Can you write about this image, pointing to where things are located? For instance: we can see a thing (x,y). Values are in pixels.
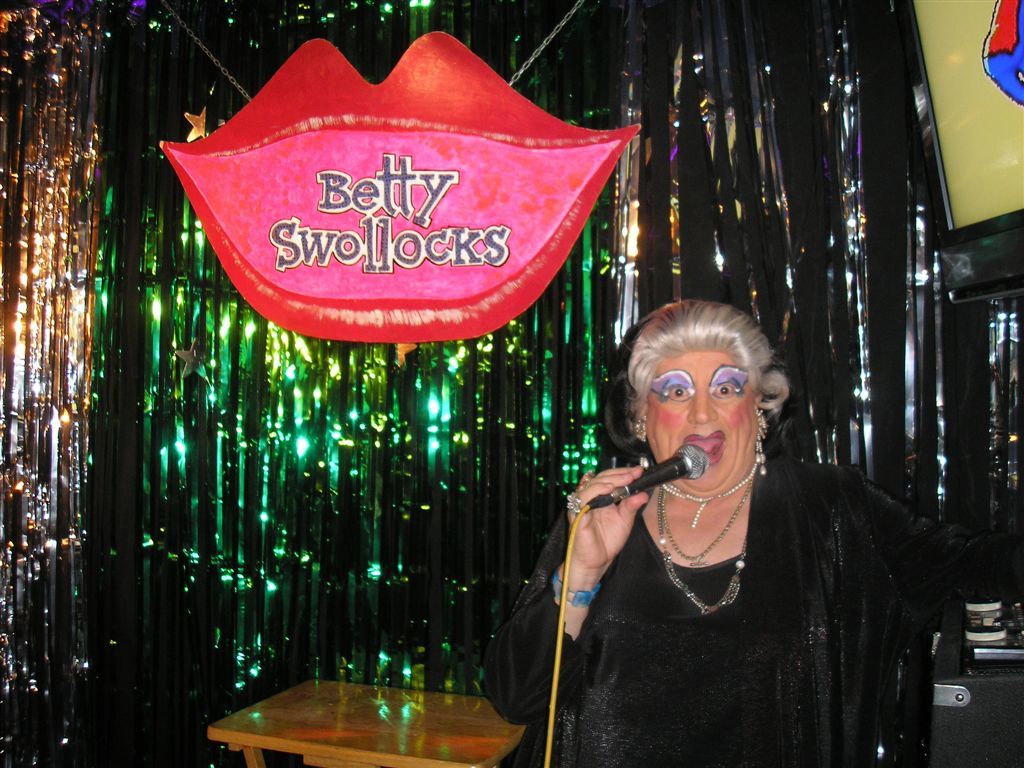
There is a woman (650,393) in the image in which she is holding a microphone (637,491) on her hand (608,478) and she is also wearing a watch (580,591) which is in blue color and opened her mouth (699,444) for singing. On left side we can see a table (453,718). On right side (983,661) we can an equipment case (958,667) on which we can see some round items (992,638). In background (477,154) we see lips (572,211) which are in red color and labelled as betty swollocks.
